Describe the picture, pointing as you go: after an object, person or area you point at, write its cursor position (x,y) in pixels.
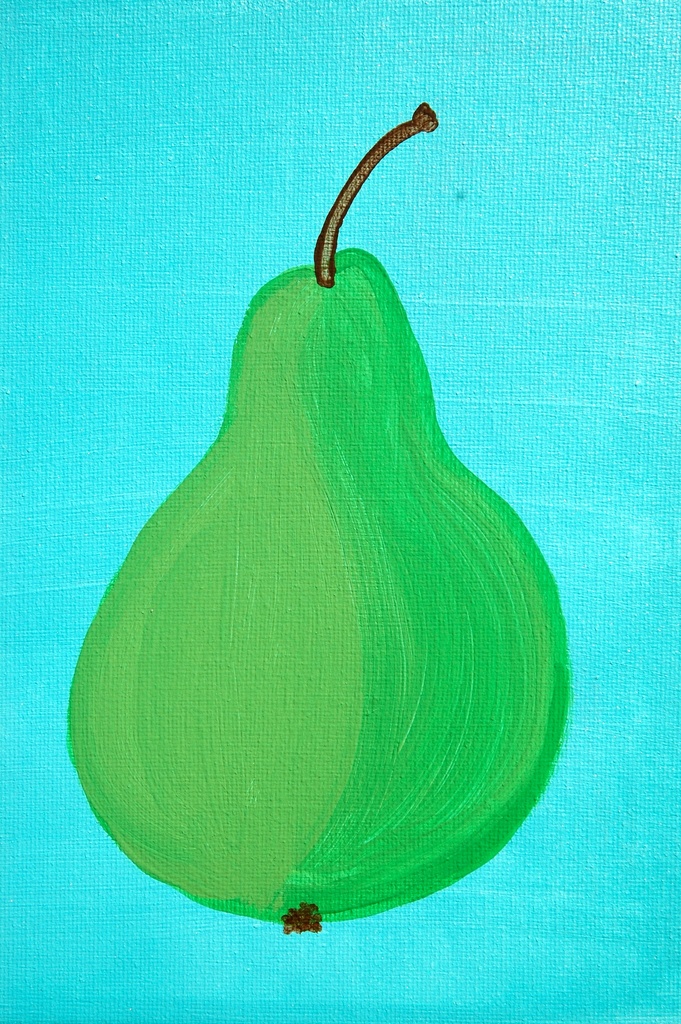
In this image there is a drawing (154,843) of a fruit (436,473), in the background (105,282) it is blue.
